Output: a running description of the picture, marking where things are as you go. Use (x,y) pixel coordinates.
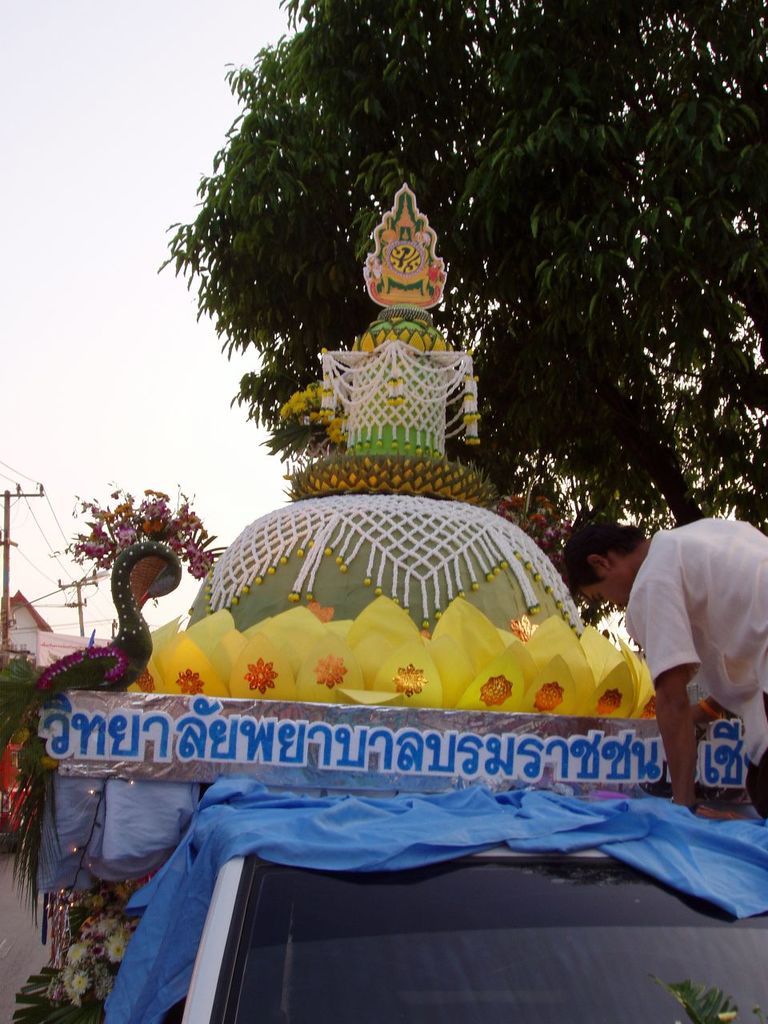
In the image there is some artificial decoration (288,560) and in front of the decoration (633,663) there is a man (704,634) on the right side (668,563), in the background (613,386) there is a tree (745,398) and on the left side (6,594) there is a current pole (6,614) and behind that there is a house (72,636).
